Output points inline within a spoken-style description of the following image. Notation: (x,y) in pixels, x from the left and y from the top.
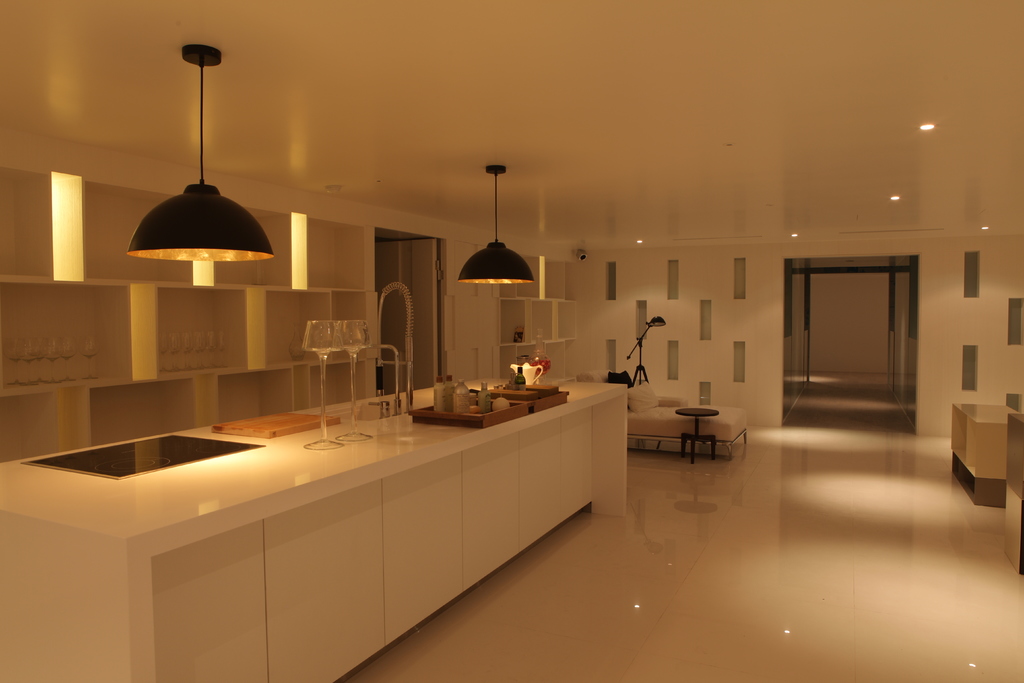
In this image we can see the inner view of a room (263,417). In the room (594,396) there are electric lights (235,245) to the roof (316,110), sink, taps (400,389), glass bottles (463,392) on the trays (517,402), glass tumblers (32,357) in the cupboards (264,357), table lamp (632,360), seating stool (695,430) and a cot (689,419) with pillows (643,403) and cushion (631,398) on it.
